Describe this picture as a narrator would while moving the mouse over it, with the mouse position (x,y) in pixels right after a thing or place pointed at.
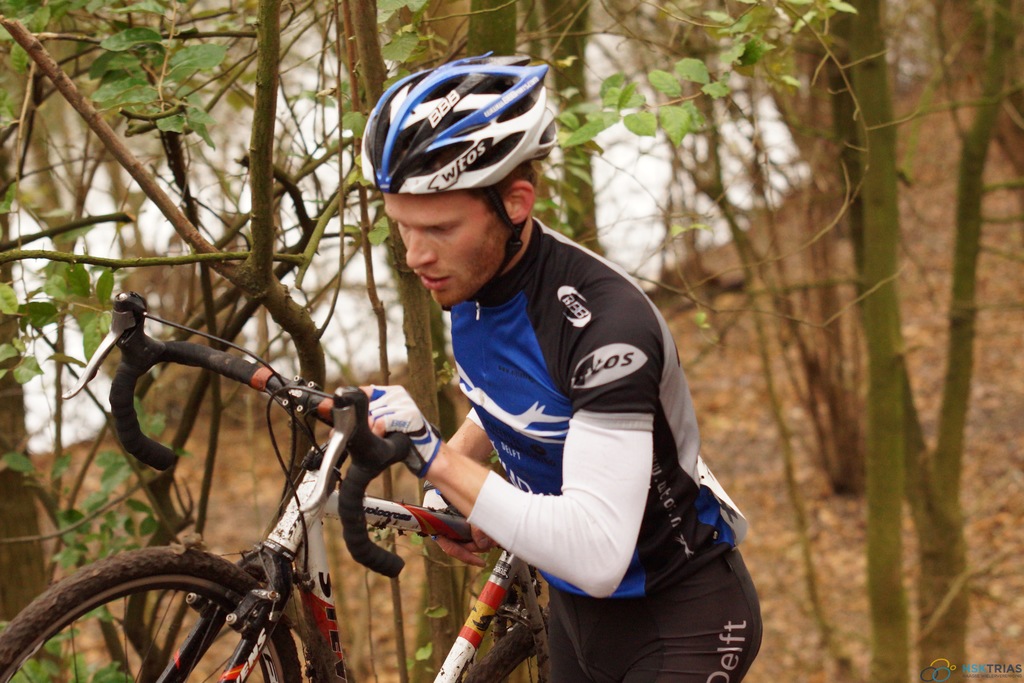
In this image we can see a man (457,436) is holding a bicycle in his hands (443,549) and there are trees (103,55) on the ground (803,494). In the background (444,313) we can see water (360,370).
